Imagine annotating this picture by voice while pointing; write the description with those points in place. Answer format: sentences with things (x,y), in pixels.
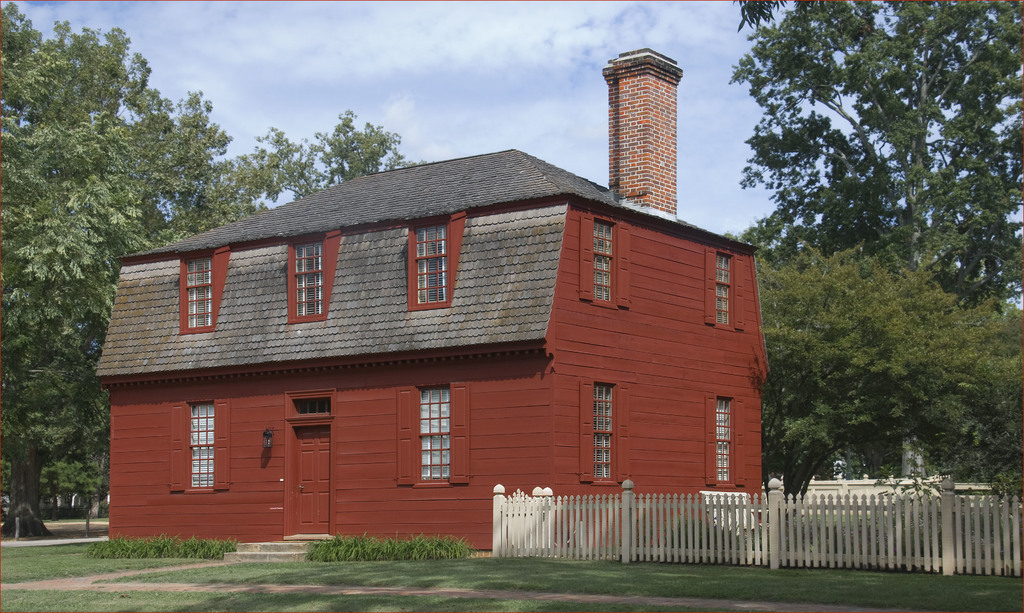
In this picture we can see the grass (755,590), fence (724,550), trees (62,303), plants (204,544), building (520,394) with windows (439,277), door (302,483) and in the background (362,98) we can see the sky (335,14) with clouds (233,54).
